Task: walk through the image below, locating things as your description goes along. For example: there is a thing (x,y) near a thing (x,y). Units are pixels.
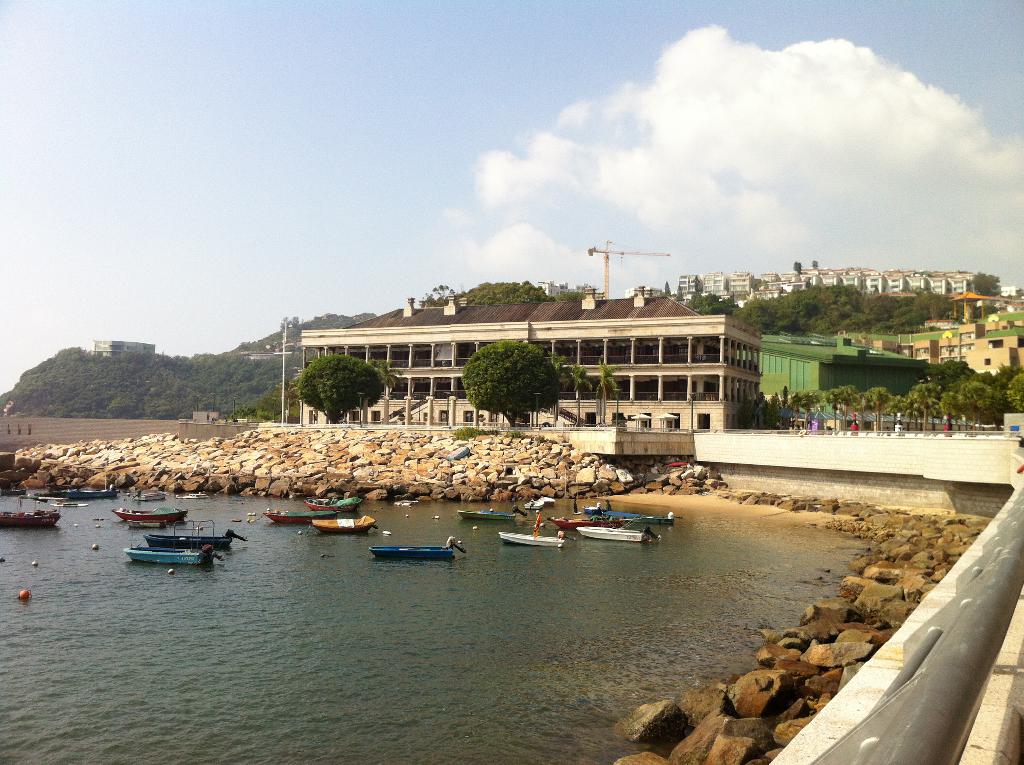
In this picture in the front (717,742) there are stones (730,700) and there is a railing (884,702). In the center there are boats (320,511) on the water (421,523). In the background (655,368) there are trees (149,412), stones (364,439) and buildings (704,335) and the sky (750,170) is cloudy.
